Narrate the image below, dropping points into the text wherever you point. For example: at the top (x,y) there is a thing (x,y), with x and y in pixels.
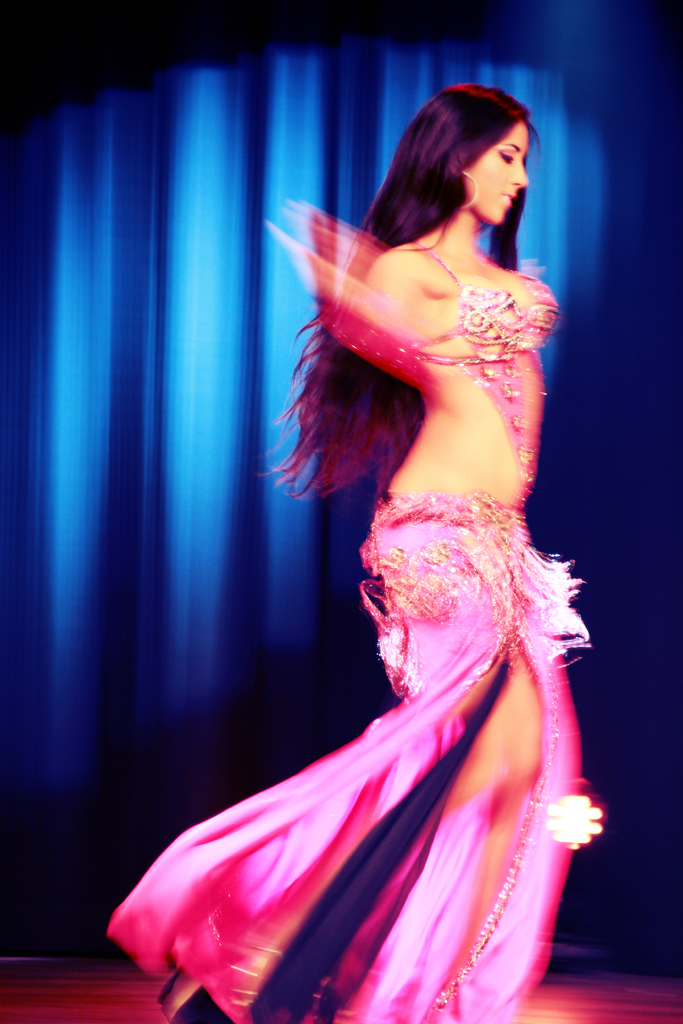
In this picture we can see a woman (447,630) is dancing, it looks like a curtain (229,148) in the background (175,157).
